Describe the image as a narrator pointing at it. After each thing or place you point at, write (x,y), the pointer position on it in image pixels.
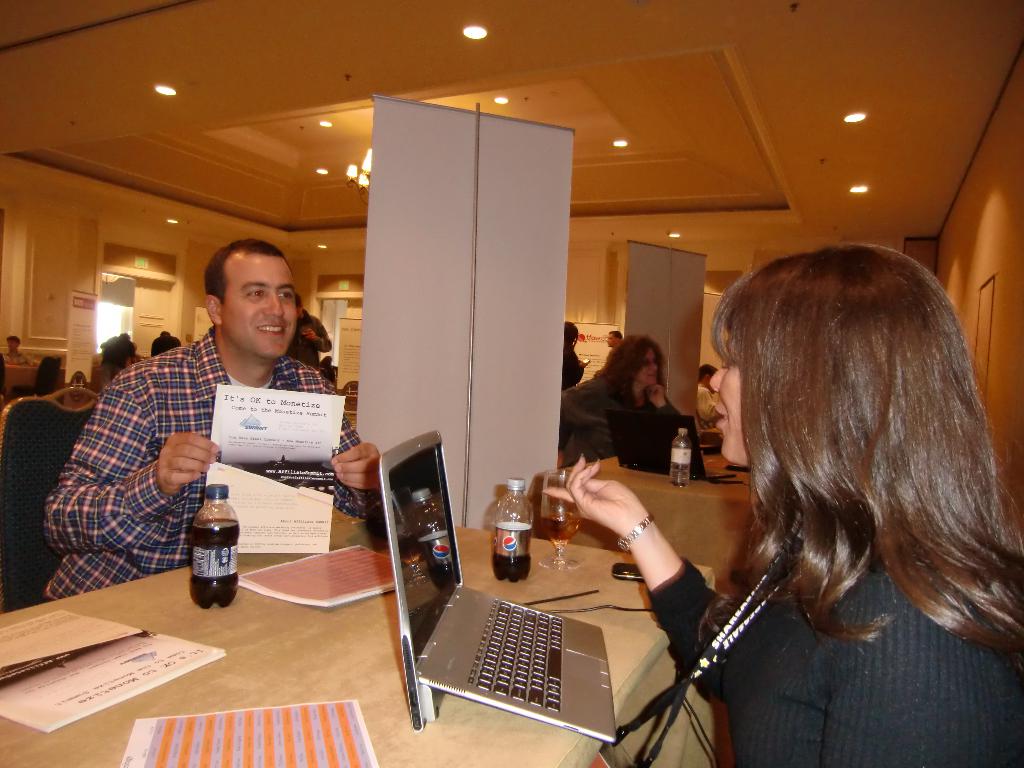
In this image I see a woman (692,623) and a man (350,456) who are sitting and I see a table (284,557) in front of them on which there are few papers (145,665), 2 bottles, a glass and a laptop (401,459) and I can also see that this man (303,385) is smiling. In the background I see the wall (1011,227), lights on the ceiling (139,128) and few people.
